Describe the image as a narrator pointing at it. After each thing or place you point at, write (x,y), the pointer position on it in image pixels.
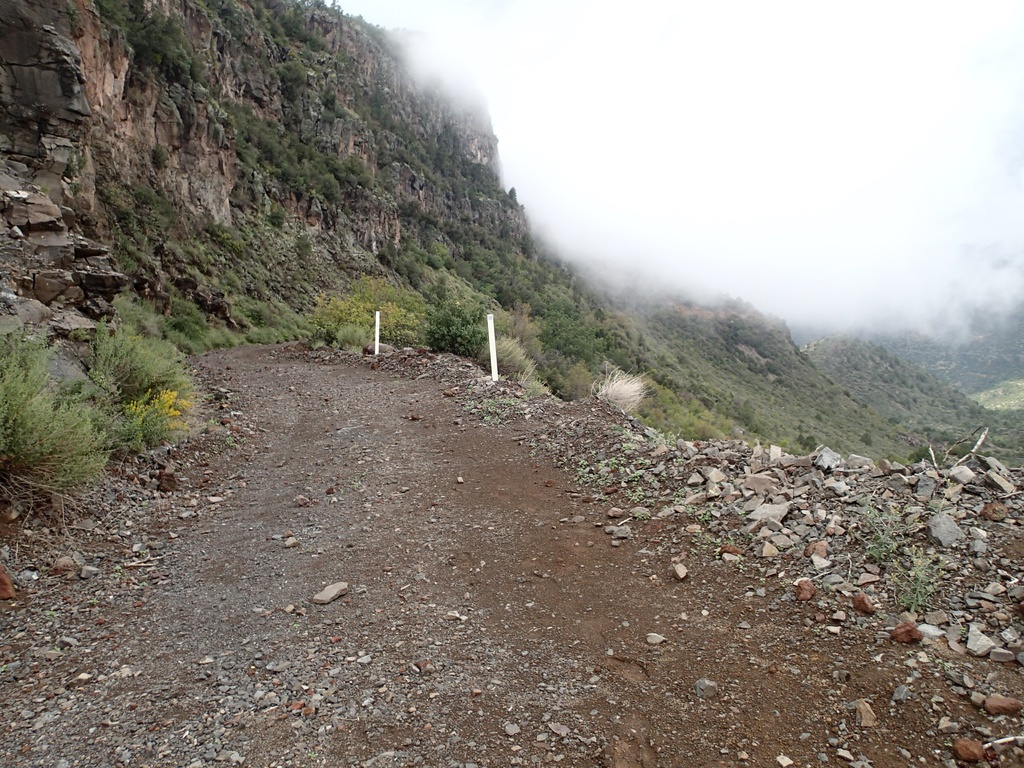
In this image there are stones (750,477), grass (240,316), rock mountains (279,48) and there are two poles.
